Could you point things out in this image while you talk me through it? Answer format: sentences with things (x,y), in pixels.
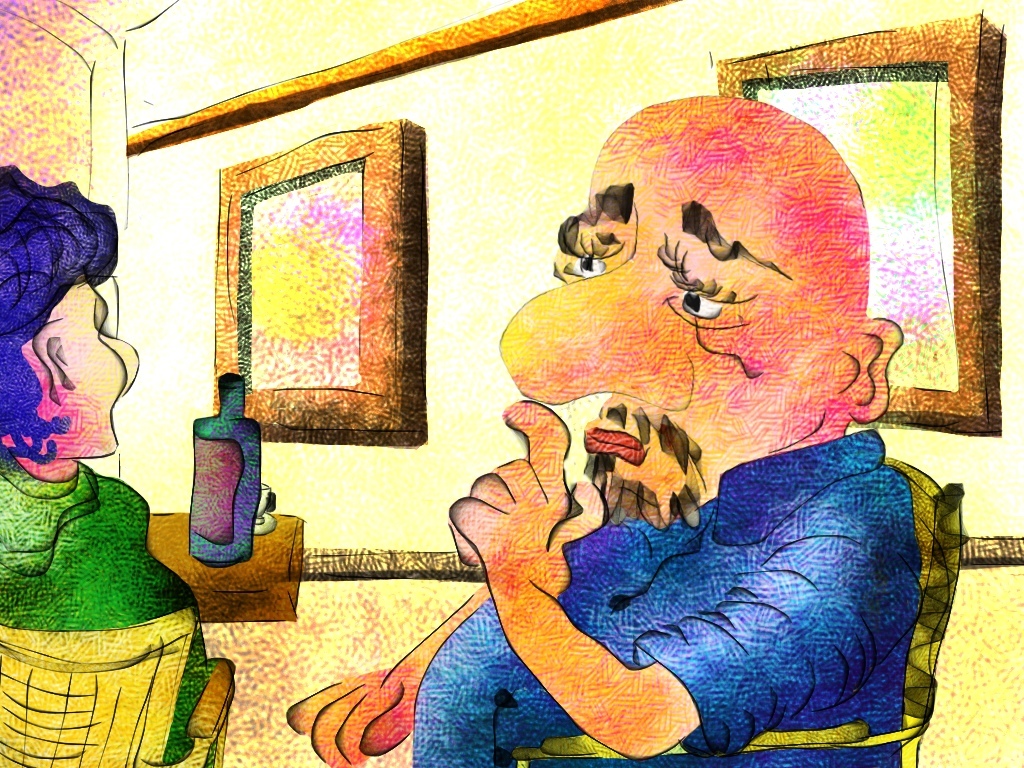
This is an animated image, where there are two persons (90,564) sitting on the chairs (164,671), and there is a bottle (244,531), cup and a saucer (257,531) on the table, and in the background (286,438) there are frames (737,95) attached to the wall (907,9).
